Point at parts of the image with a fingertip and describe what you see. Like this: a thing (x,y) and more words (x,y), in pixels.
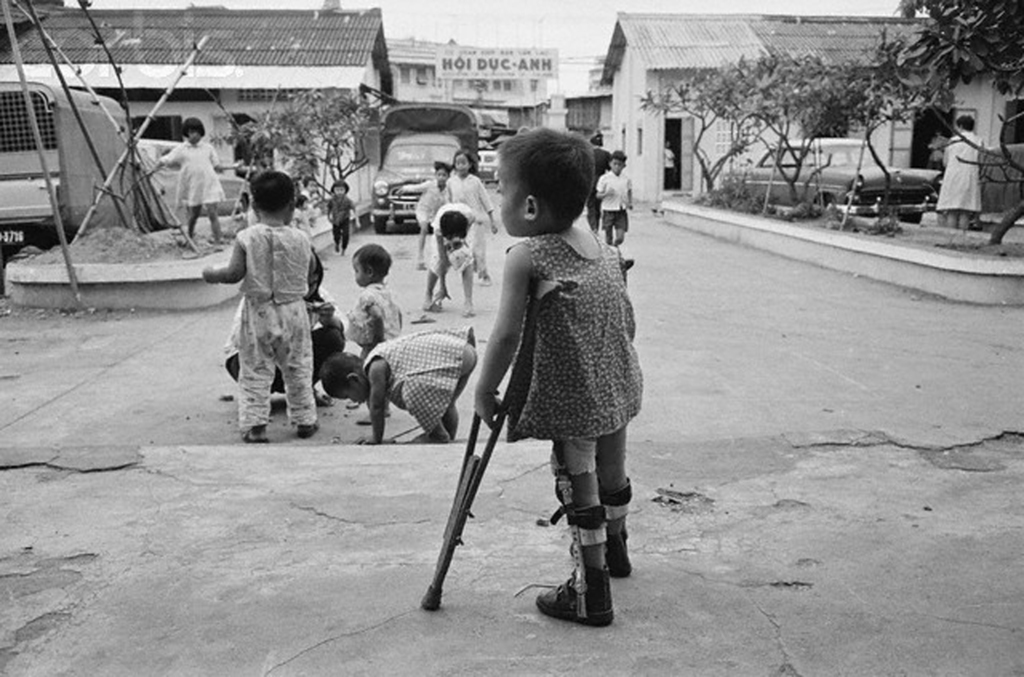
In this picture we can see few people (580,347) are on the road (788,362), side we can see some houses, trees (786,112) along with few vehicles (437,149).
